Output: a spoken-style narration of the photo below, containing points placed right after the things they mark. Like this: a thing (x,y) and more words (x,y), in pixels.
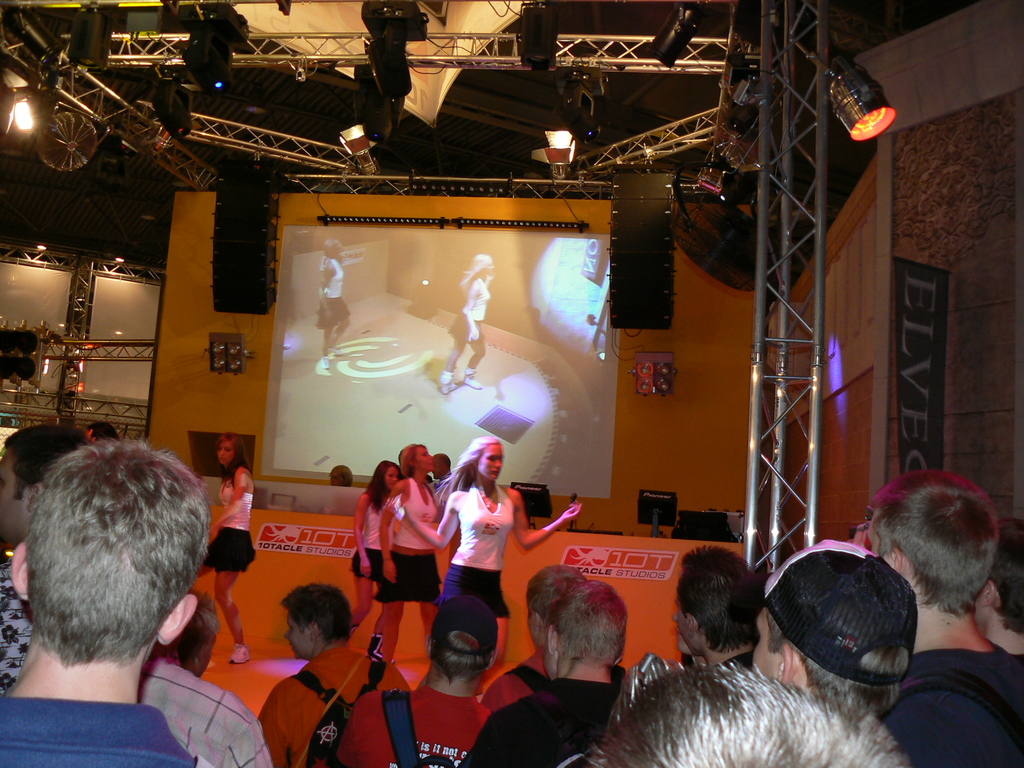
In the center of the image (424,498) we can see a group of persons (368,505) performing on dais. In the foreground (31,478) we can see a group of persons (946,484) watching. In the background (277,630) there is a screen (336,372), speakers (215,299), lights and wall (202,272).
